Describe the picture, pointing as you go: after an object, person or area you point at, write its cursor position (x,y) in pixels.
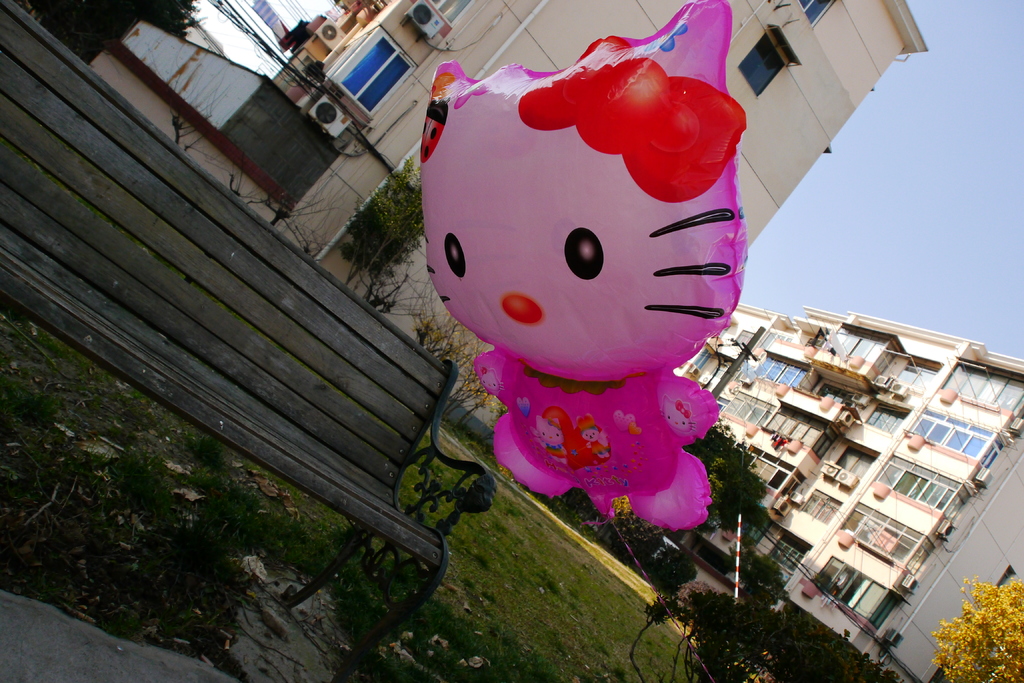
In this image on the left side (193,332) there is one bench (370,419), and in the center (516,391) there is an air balloon (595,435) and in the background (882,506) there are some houses (766,150) and buildings (396,102), trees (833,654) and some wires (841,607). At the bottom (480,588) there is a grass (495,588), and on the right side (856,243) there is sky (868,239).
